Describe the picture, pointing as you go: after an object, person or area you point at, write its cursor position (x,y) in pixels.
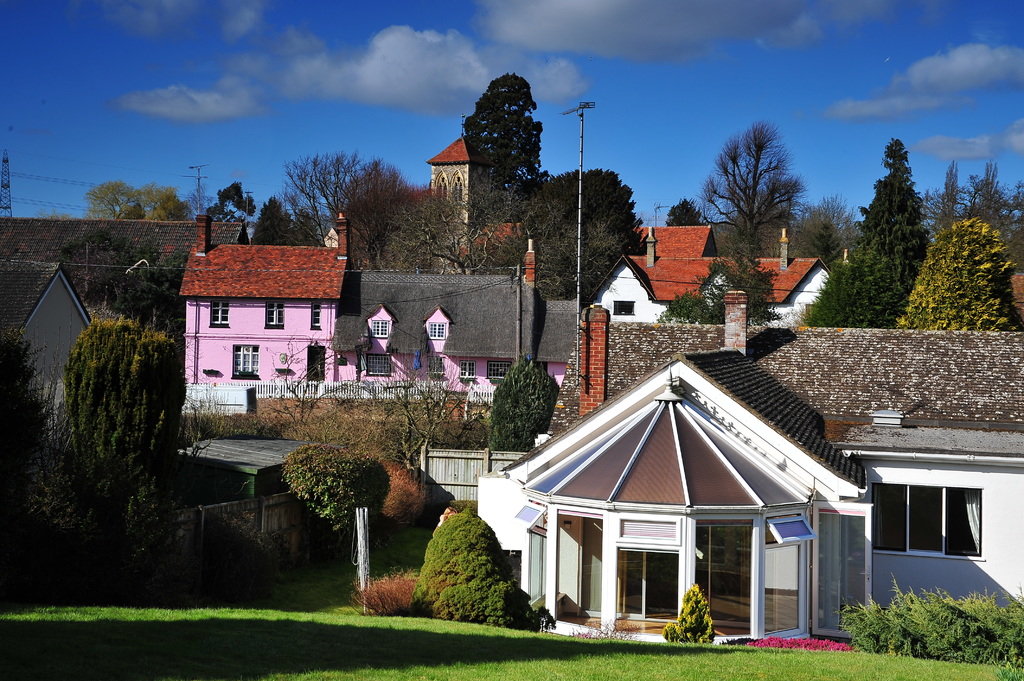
In this image I can see the ground (412,639), some grass (422,649) on the ground (508,660), few trees (561,207) which are green in color, few poles (360,541) and few buildings (313,311). In the background (909,77) I can see the sky (696,104).
